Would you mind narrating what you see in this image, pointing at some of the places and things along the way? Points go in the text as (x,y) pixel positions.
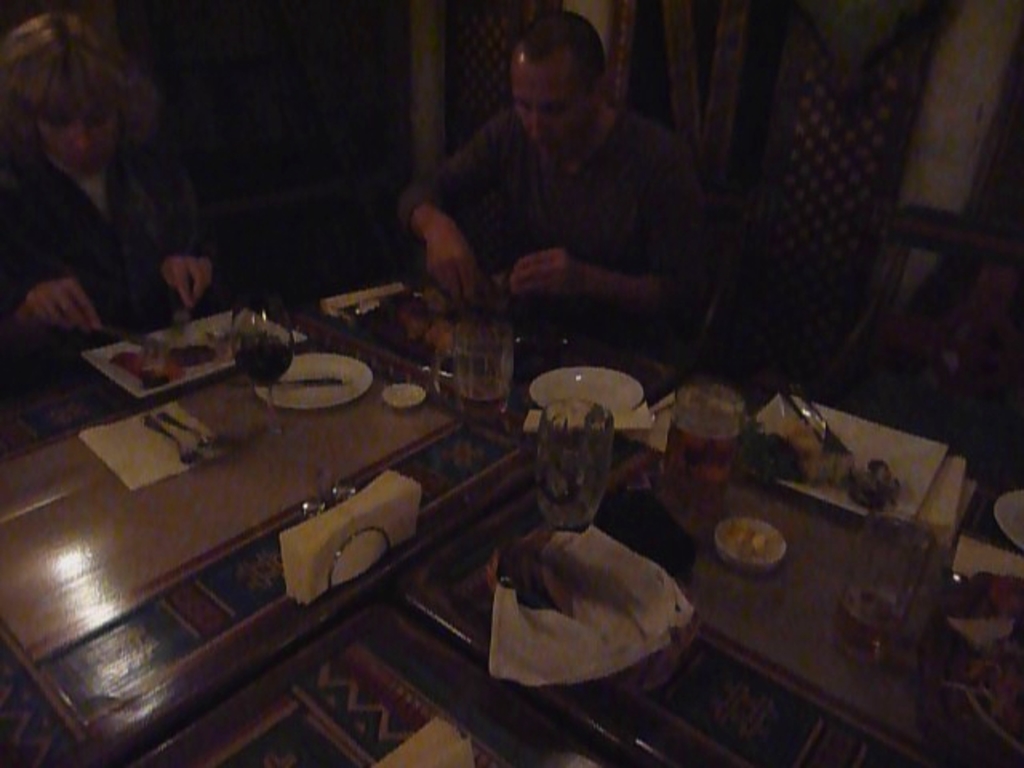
This picture is blur and dark and here we can see two persons (589,293) sitting on chairs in front of a table (498,436) and they are holding spoon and fork (187,318) in their hands (566,269) and on the table (487,480) we can see tissue papers (378,511), spoons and forks (189,455), plate (109,357), jars (711,449), glasses (687,396).
